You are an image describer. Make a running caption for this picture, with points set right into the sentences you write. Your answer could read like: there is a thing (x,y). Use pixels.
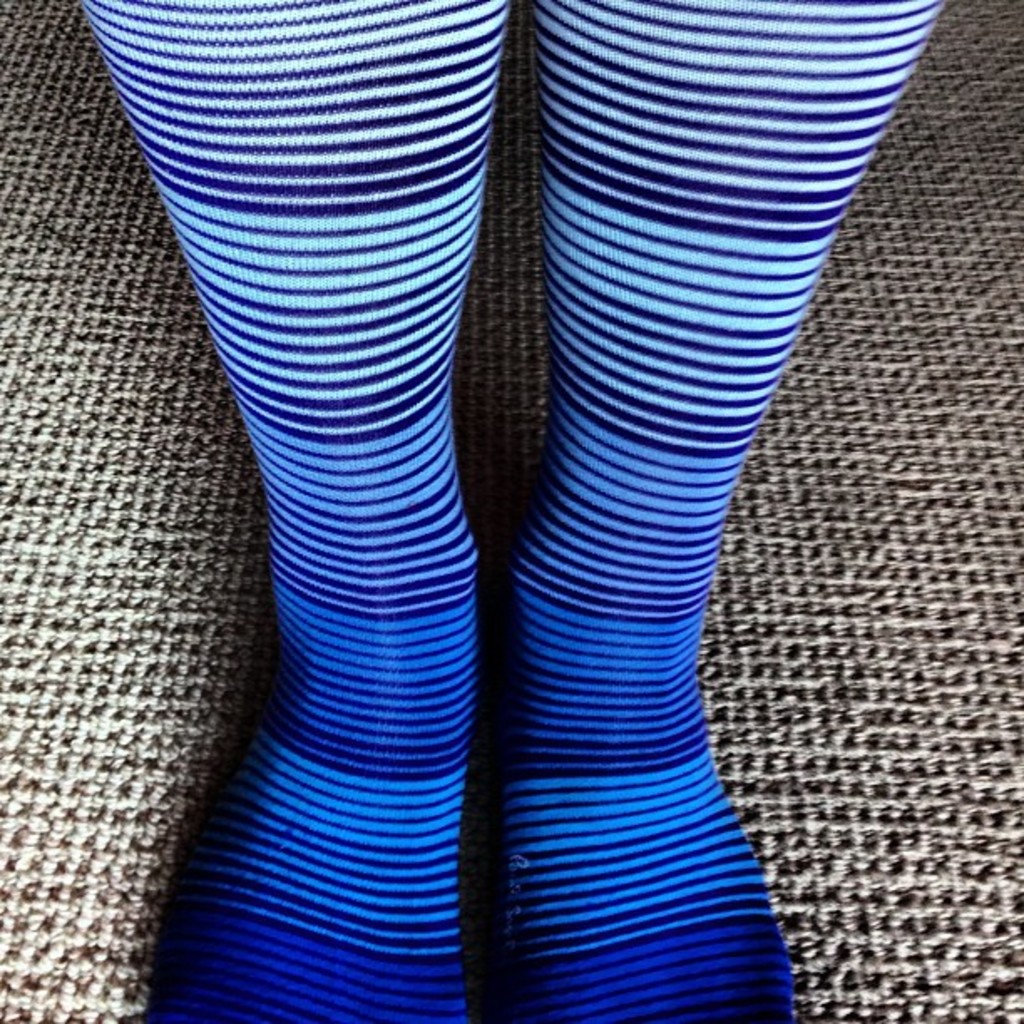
In this image I can see a person's legs (458,832) on the floor (153,446). This image is taken may be in a room (183,740).
